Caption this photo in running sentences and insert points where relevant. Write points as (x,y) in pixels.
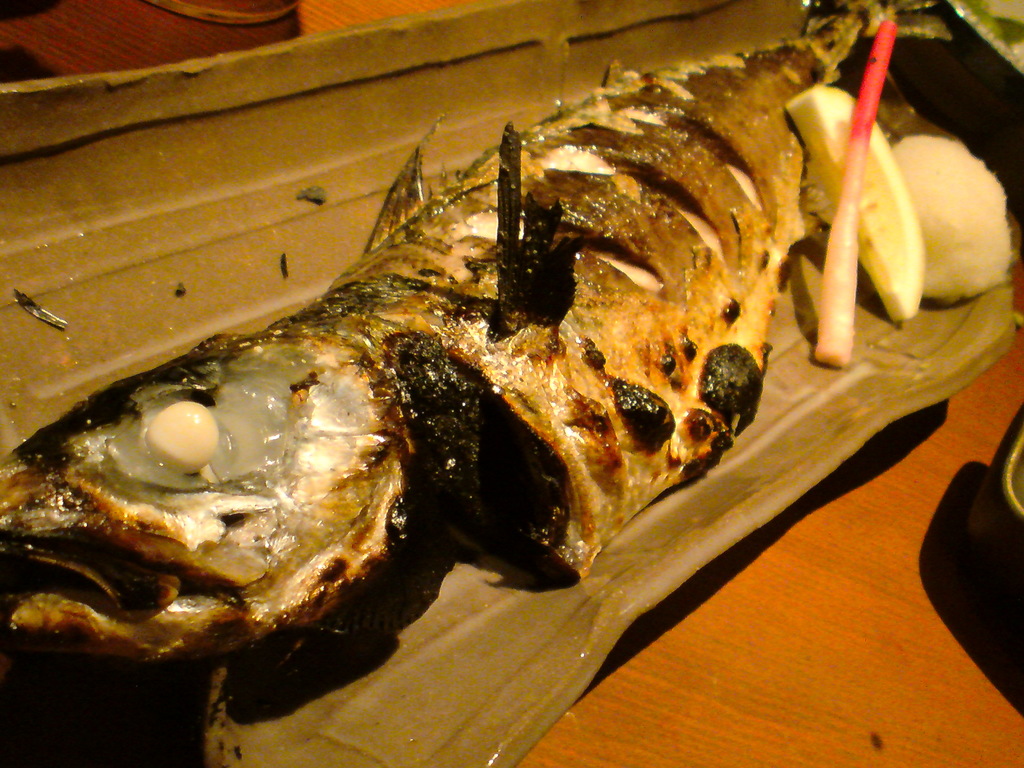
In this image, we can see some food (729,429), lemon slice (891,236) are on the object (798,354). Here we can see wooden surface (811,688). On the right side (1006,449) and top of the image (1000,50), we can see a few things (1012,492).
